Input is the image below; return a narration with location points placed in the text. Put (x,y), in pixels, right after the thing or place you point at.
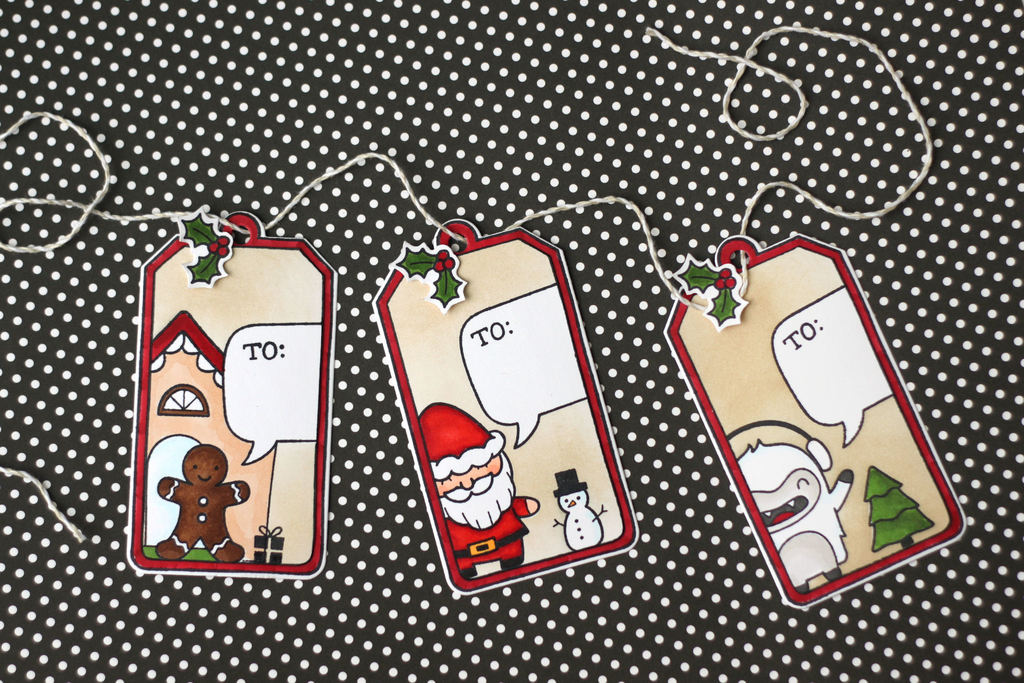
In this image there are tags (246,337) and a thread (102,210) on a cloth (113,243).
